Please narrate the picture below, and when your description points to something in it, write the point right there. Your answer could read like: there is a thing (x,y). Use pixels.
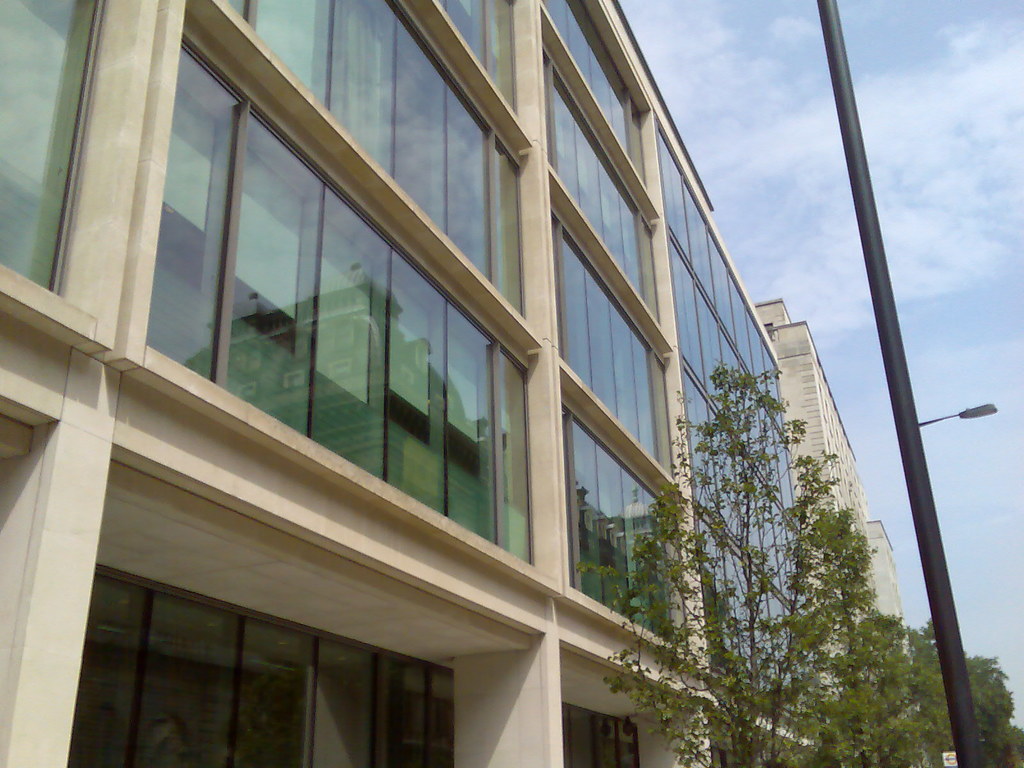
In this image I can see a building (304,655) in cream color, trees (793,583) in green color, few glass doors (346,296), a light pole (892,373) and the sky (776,120) is in blue and white color.
